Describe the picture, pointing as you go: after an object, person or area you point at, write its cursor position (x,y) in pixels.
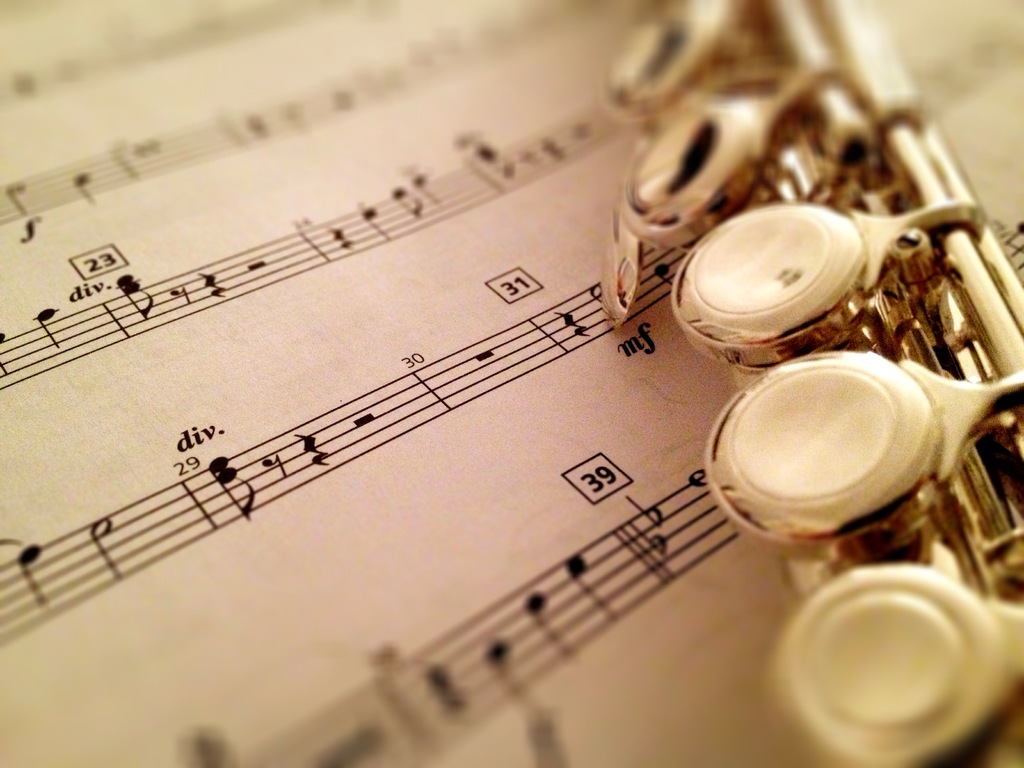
In the foreground (676,185) I can see a musical instrument (876,497) and a chart (460,369). This image is taken may be in a room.
